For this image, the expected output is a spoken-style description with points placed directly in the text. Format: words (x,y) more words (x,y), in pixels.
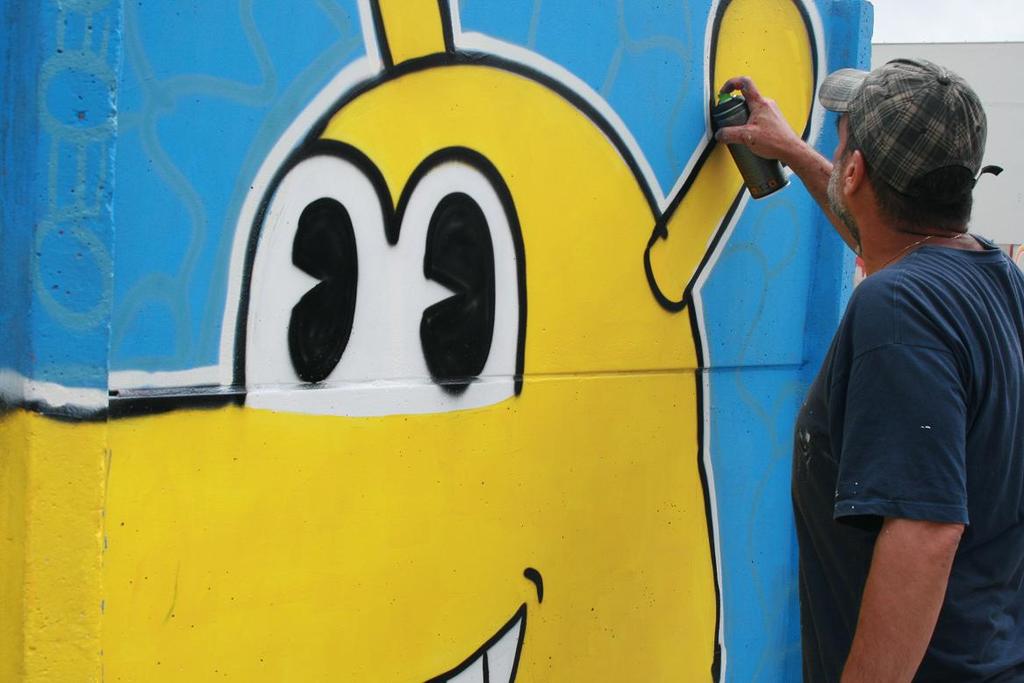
In this image we can see a person (925,268) wearing the cap (938,101) and standing and also holding the spray bottle (743,101). We can also see the wall (796,188) with the graffiti (378,179).
